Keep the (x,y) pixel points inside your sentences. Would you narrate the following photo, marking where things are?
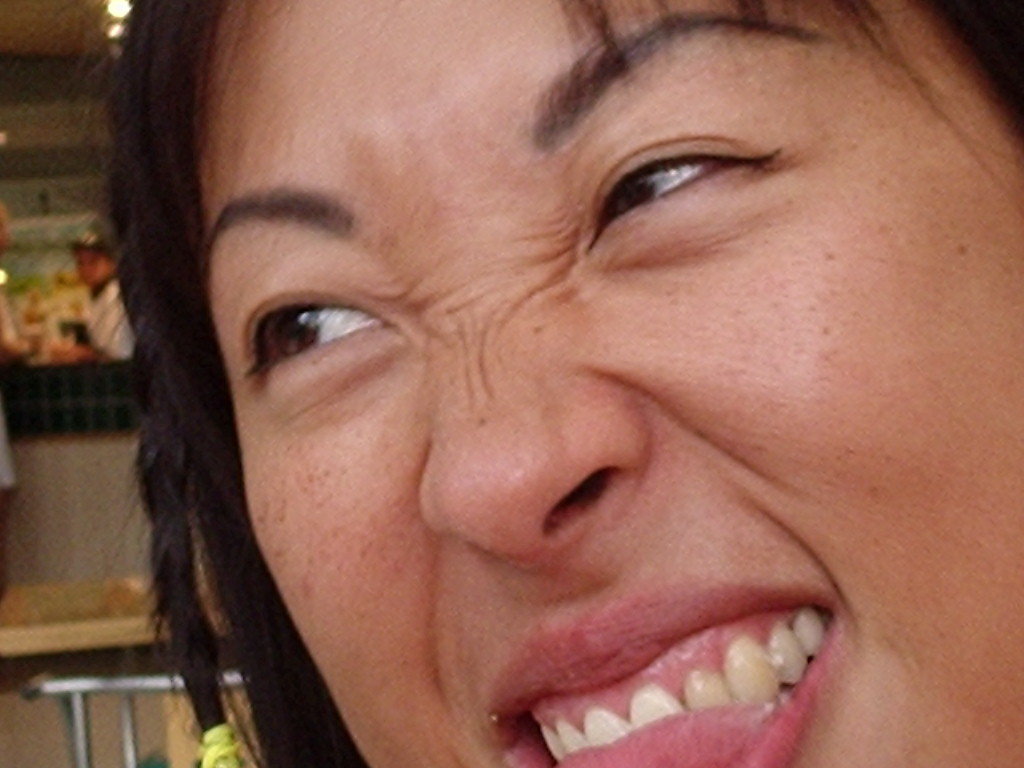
In the picture we can see a face (828,457) of a woman (962,336) giving some expression and behind her we can see a table (106,638) and some things (95,688) placed.
